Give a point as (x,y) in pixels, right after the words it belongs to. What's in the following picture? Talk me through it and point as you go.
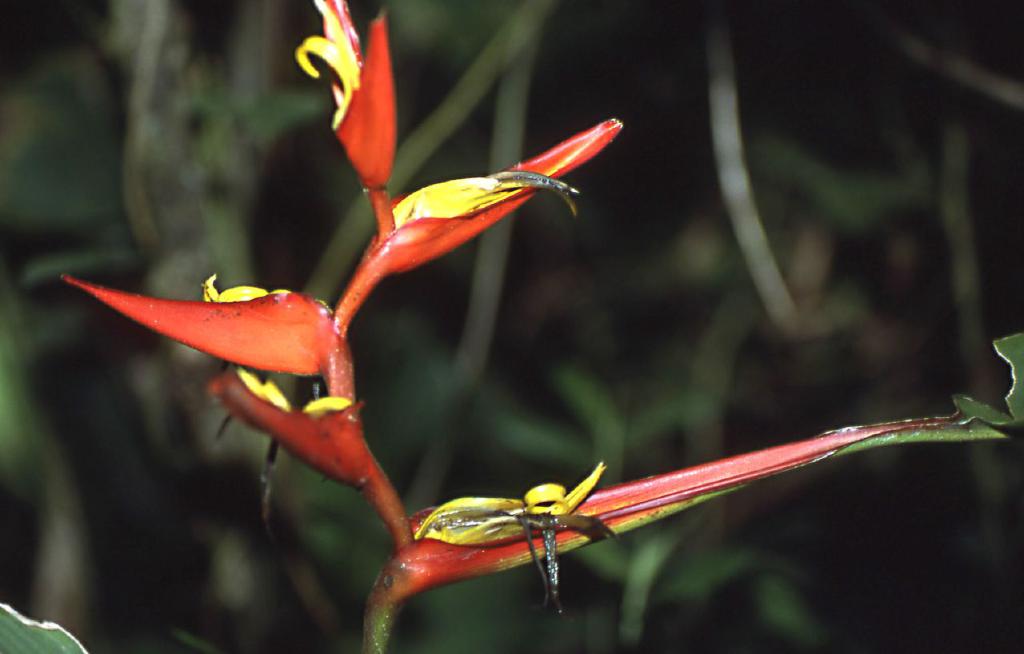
In this picture i am looking at some kind of flower (383,97) and background (863,274) is totally blur.
